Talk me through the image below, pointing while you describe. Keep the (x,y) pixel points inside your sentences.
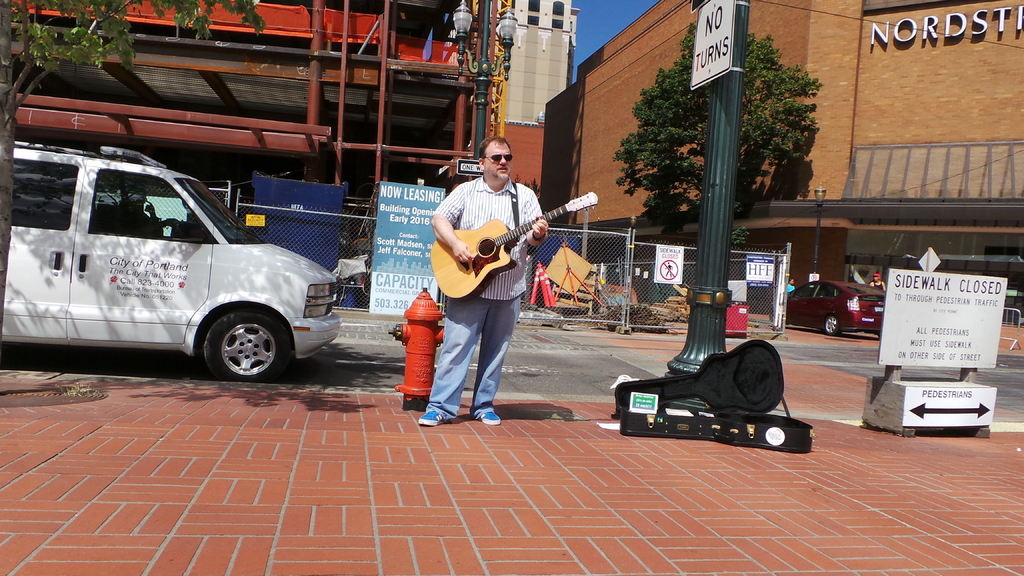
In this picture outside of the city (580,249). In the center (534,214) we have a person (508,148). He is holding a guitar (491,238) and he is playing a guitar (494,267). He is wearing a spectacle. On the right side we have a two persons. They are standing. We can see in background (558,179) wall (560,149), buildings (563,132), tree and sky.
